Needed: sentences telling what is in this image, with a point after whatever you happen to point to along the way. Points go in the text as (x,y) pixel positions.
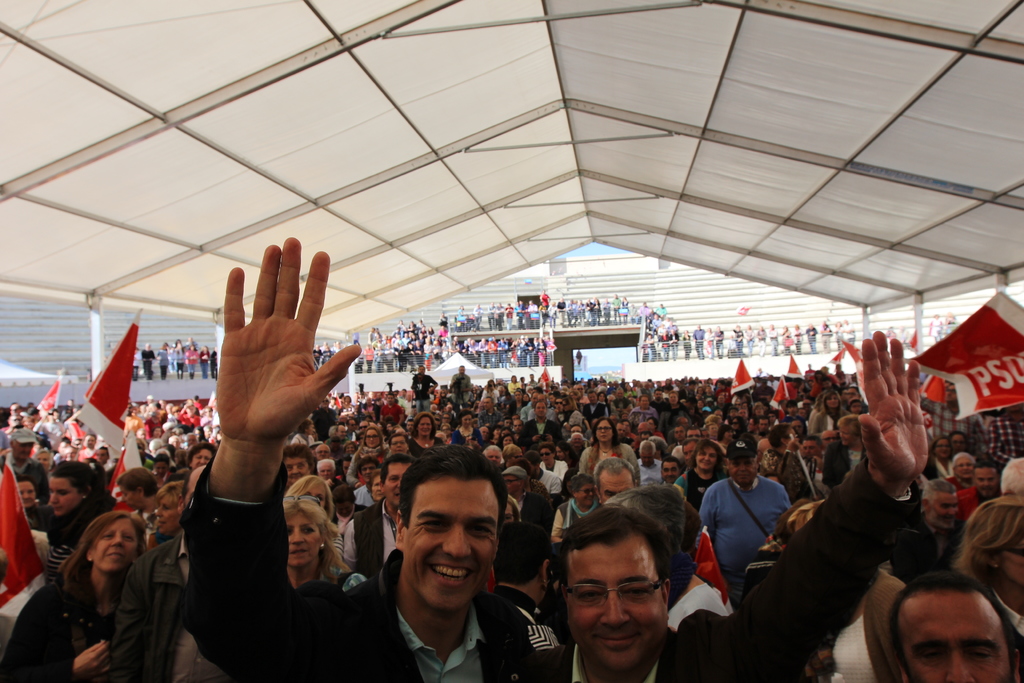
In this image we can see many people (277,474), some of them are holding flags (954,364), and there are text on a flag (974,350), also we can see the sky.
